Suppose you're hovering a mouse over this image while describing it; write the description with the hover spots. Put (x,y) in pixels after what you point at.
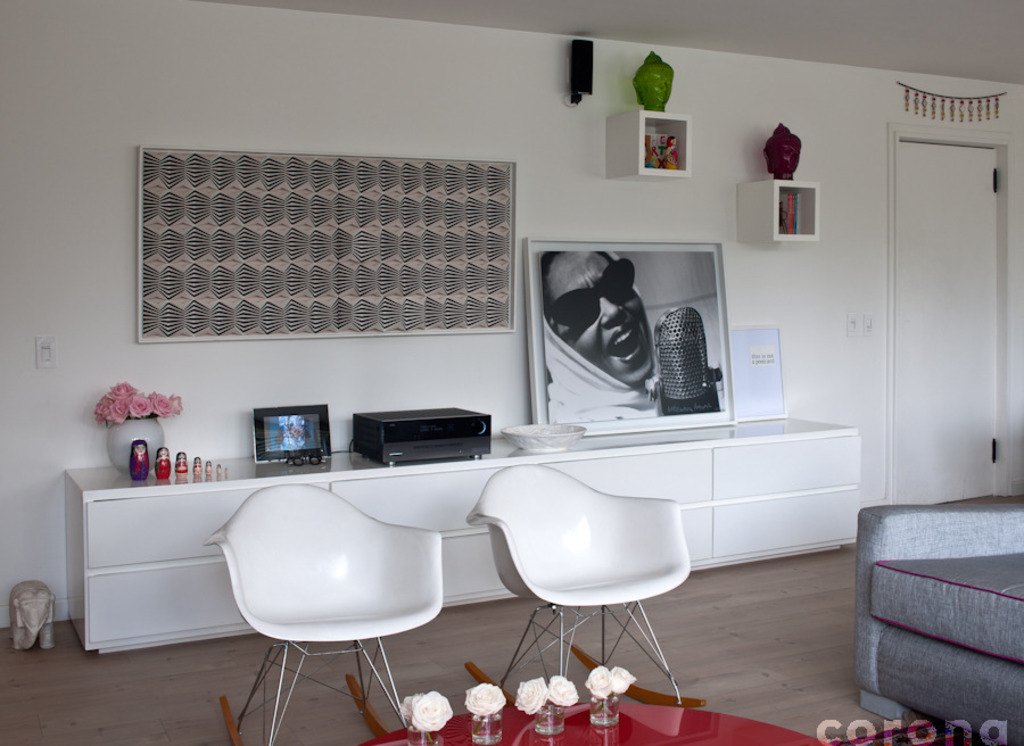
In the middle of the image (557,483) there are two chairs (543,608). Bottom right side of the image (988,624) there is a couch (1020,660). Top right side of the image (937,150) there is a door (935,462). In the middle of the image (429,356) there is a wall (821,307) on the wall (727,249) there are some frames (568,271) and flower pot (136,404). Bottom left side of the image (31,641) there is a elephant toy (52,591). Bottom of the image (531,685) there is a table (675,708) on the table (661,711) there are four glasses (613,707) on the glasses (617,705) there are some flowers (546,702).
